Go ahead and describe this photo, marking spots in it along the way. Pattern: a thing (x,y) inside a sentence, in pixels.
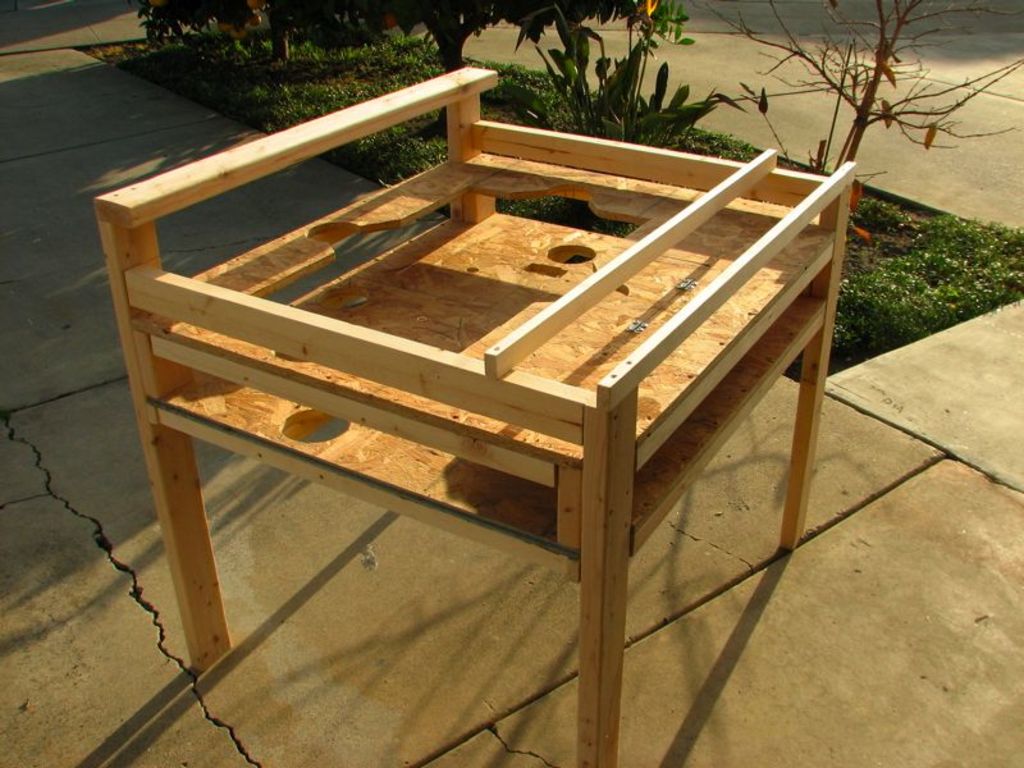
In the center of the picture (592,471) there is a wooden object (301,347) like a bench (392,329). At the top (359,67) there are plants (515,83) and grass (879,269). In the picture there is pavement (82,206). Sky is sunny.
